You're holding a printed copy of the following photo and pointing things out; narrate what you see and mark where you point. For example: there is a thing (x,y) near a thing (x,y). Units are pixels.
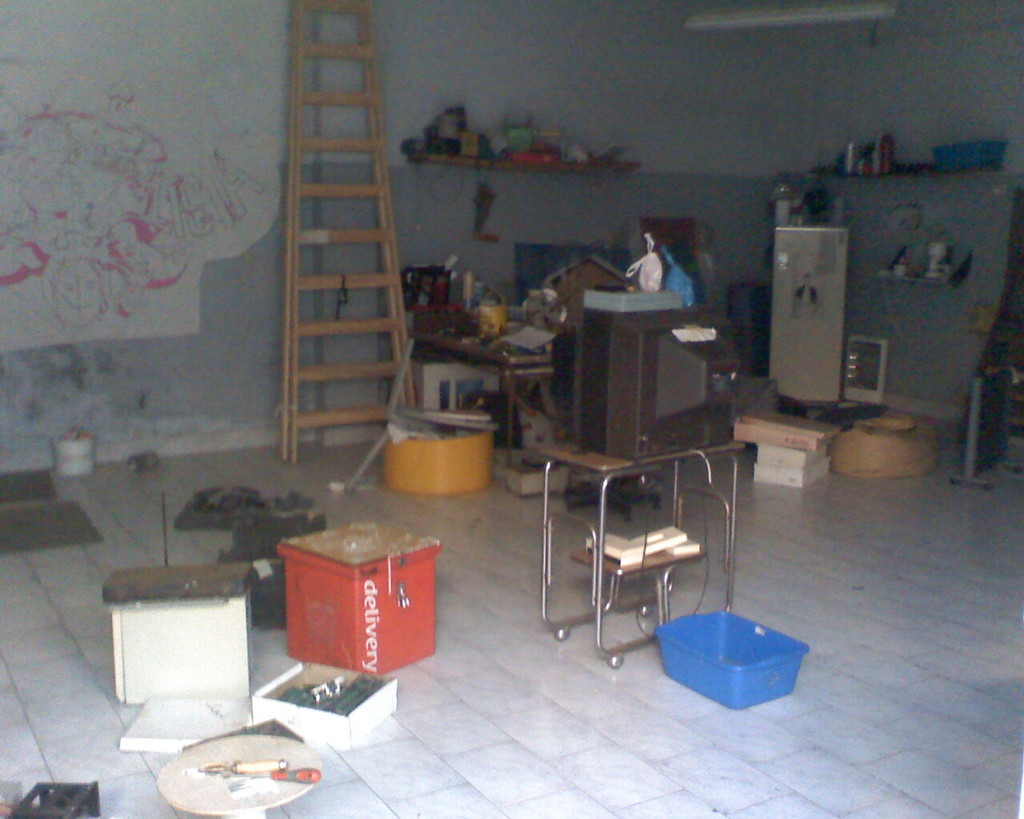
in this picture we can see some objects (585,319) on the floor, like television (618,330), container stand (745,652), and ladder (305,283) and to opposite there is wall (322,217) and painting (26,209) on it.
